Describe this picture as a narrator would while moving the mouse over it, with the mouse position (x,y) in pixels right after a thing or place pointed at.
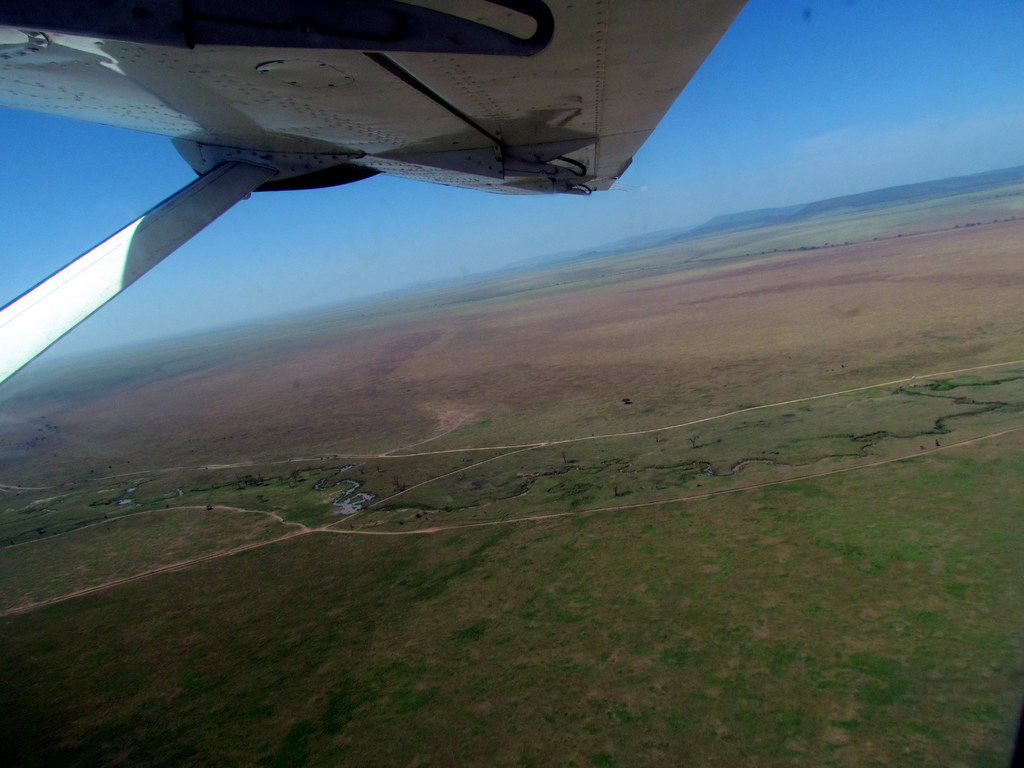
There is a white color aircraft (383,107), which is having a white color stand (173,217), flying in the air (864,100). Below this, there are roads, there are lakes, there are trees (253,481) and grass (555,728) on the ground (363,710), there are dry lands (591,355) and there are mountains (953,178). In the background (850,177), there is blue sky (762,159).
